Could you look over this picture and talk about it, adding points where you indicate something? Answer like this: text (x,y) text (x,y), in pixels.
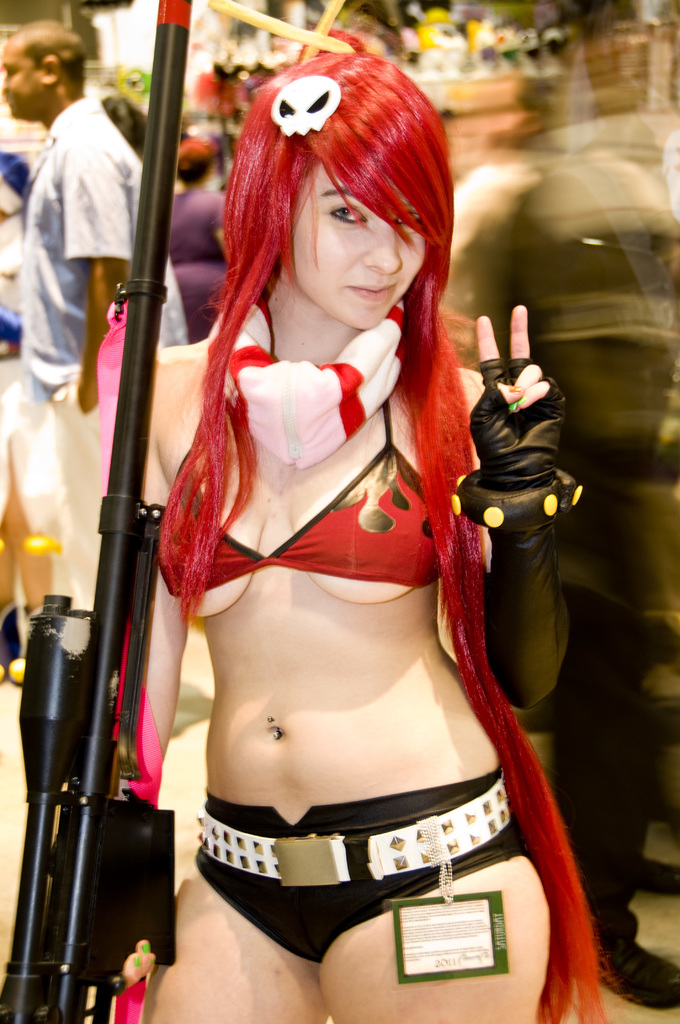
In this picture I can observe a woman (332,489) wearing red and black color dress (415,471). In the background (44,242) there are some people (40,109) standing.
